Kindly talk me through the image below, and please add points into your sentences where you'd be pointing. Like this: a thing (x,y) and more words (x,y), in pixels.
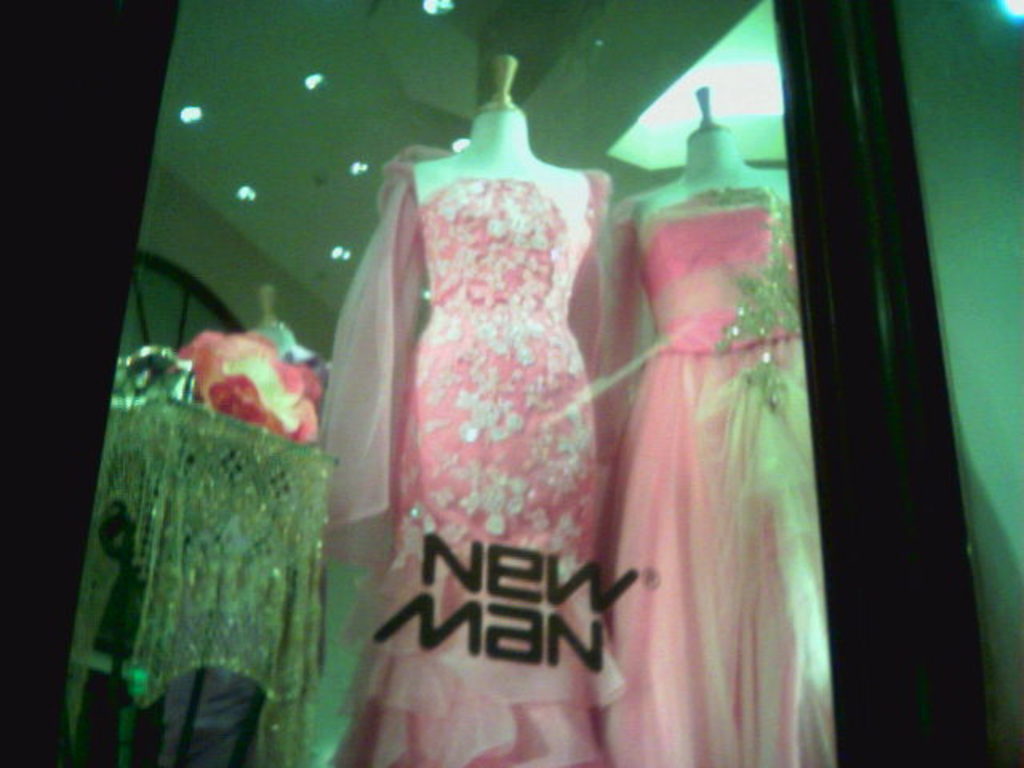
In this picture we can observe two pink color dresses (527,401) which are on the mannequins (488,137). We can observe a glass window (279,61). In the background (251,199) there are ceiling lights (196,112).
